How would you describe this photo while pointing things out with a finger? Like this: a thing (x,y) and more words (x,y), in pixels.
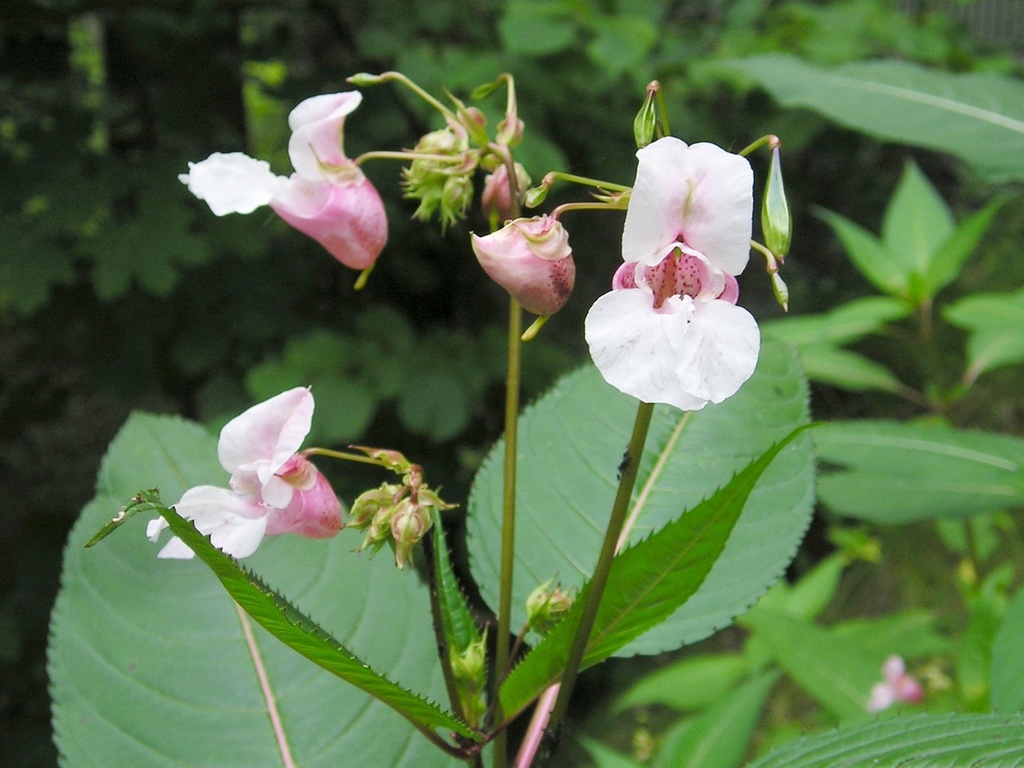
In the center of the image (541,466) there are plants (759,322) and we can see flowers (510,295) to it.
